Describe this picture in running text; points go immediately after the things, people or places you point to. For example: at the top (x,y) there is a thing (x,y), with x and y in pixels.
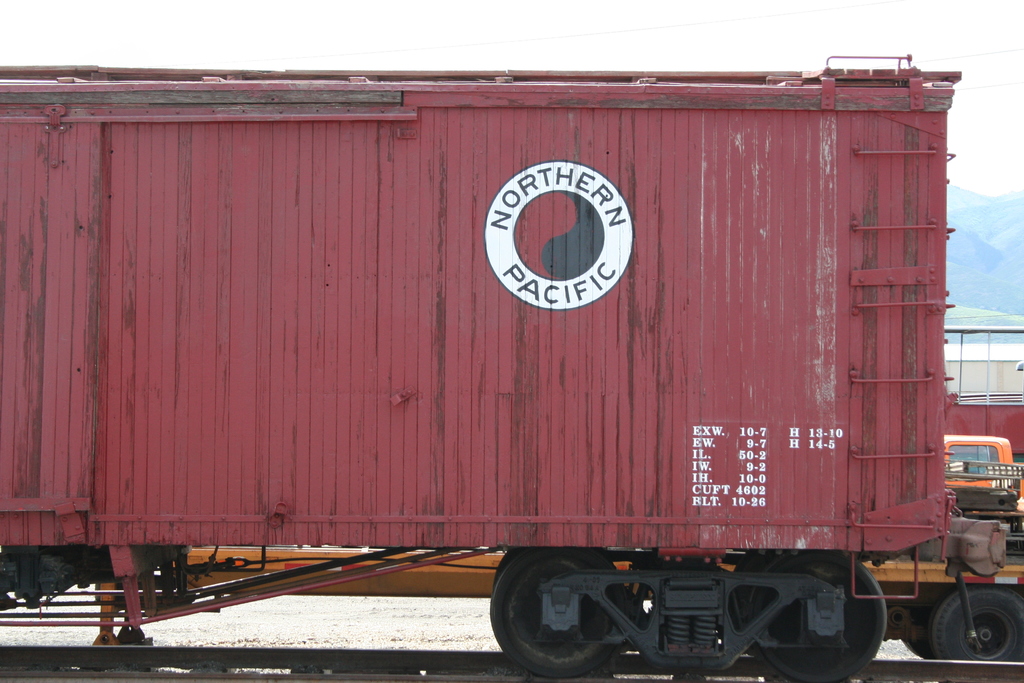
In this image I can see a part of the train (580,408) which is red, black and white in color on the railway track (445,664). In the background (920,579) I can see a vehicle (906,582) which is yellow and black in color, few mountains (1010,276) and the sky (205,52).
